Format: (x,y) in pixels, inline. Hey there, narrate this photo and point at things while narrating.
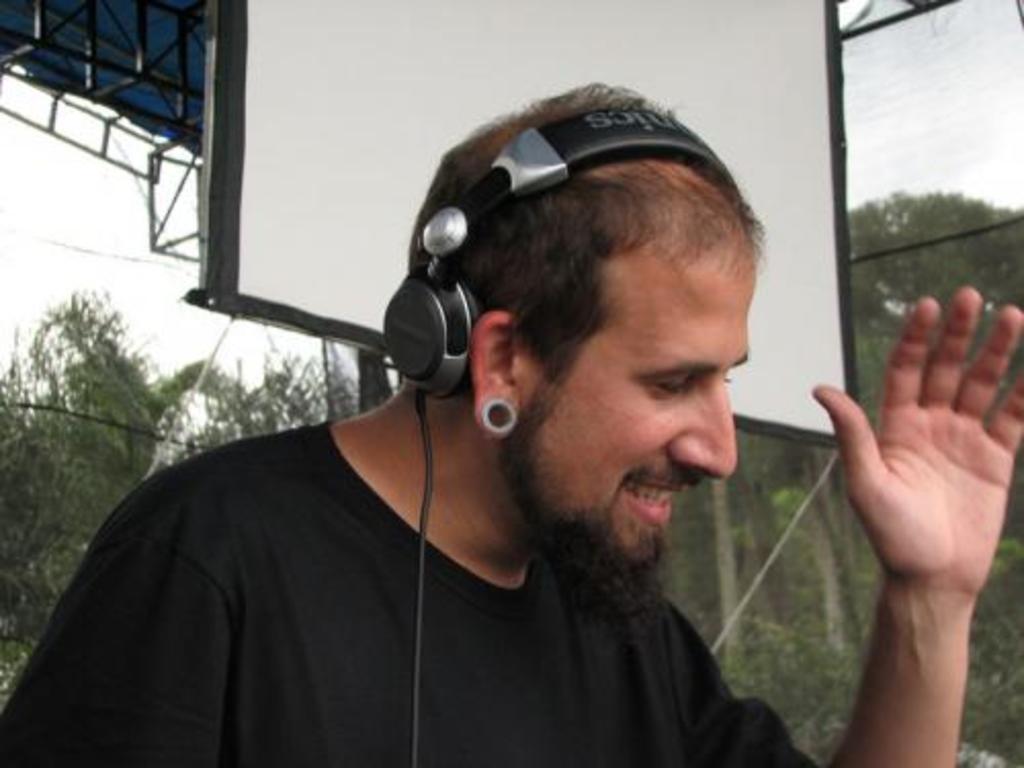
In this image we can see a man (867,475) is standing, he is wearing the black color shirt (291,542), he is wearing the headphones (402,371), here are the trees (61,455), at above here is the sky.
